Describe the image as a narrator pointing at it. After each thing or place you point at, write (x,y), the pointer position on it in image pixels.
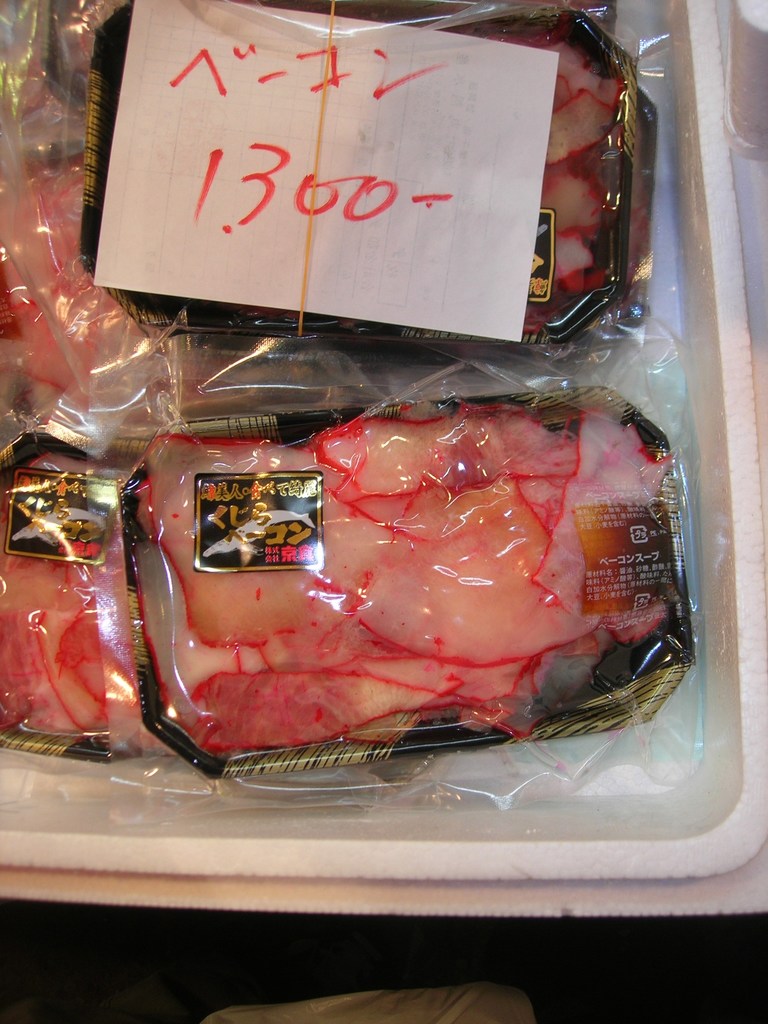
In this image I can see few food boxes (403,476) covered with plastic cover (474,554). They are on white color box (706,854). I can see a white paper (349,175) on it.
